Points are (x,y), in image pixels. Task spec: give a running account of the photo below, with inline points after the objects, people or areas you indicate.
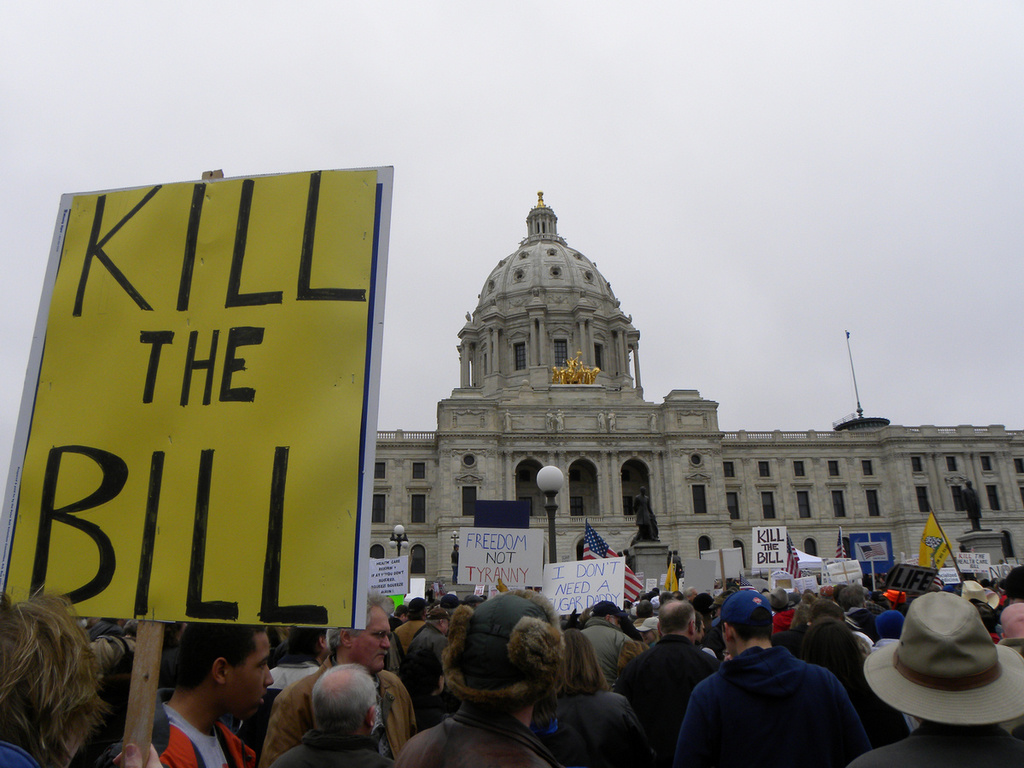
In this picture we can see the building (597,433) with dome (576,339) in the behind. In the front (588,566) there is some public (554,703) standing on the road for the protest and holding the boards (284,476) in the hand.
